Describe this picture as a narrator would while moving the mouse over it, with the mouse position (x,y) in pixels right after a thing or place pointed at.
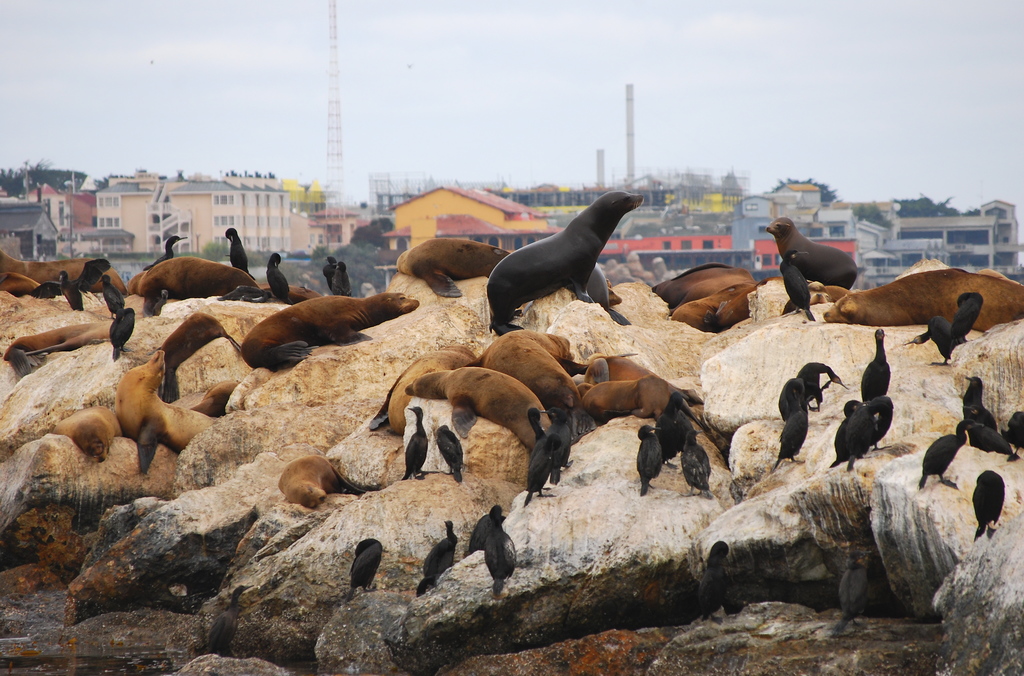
In this image I can see many animals (308,293) and birds (61,284) which are in black and brown color. These are on the rocks (377,599). In the background (447,203) there are many buildings (438,210), towers (339,148) and the sky (296,55).
